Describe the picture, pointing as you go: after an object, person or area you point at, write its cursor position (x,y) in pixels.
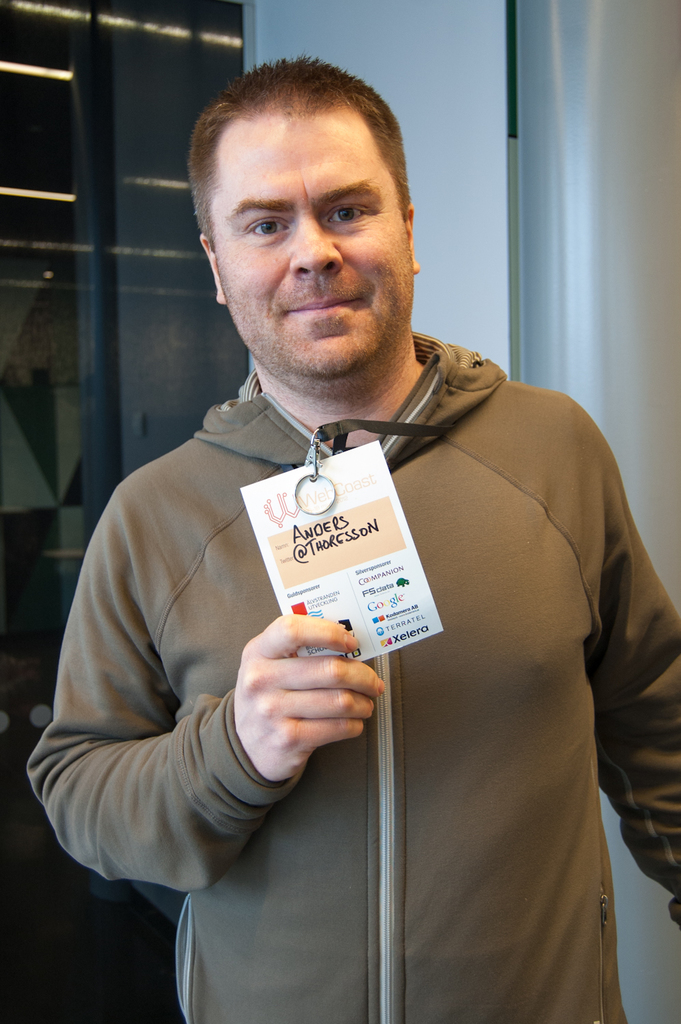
In this image, we can see a person (435,369) wearing clothes (471,667) and holding a card (313,598) with his hand (302,679).
